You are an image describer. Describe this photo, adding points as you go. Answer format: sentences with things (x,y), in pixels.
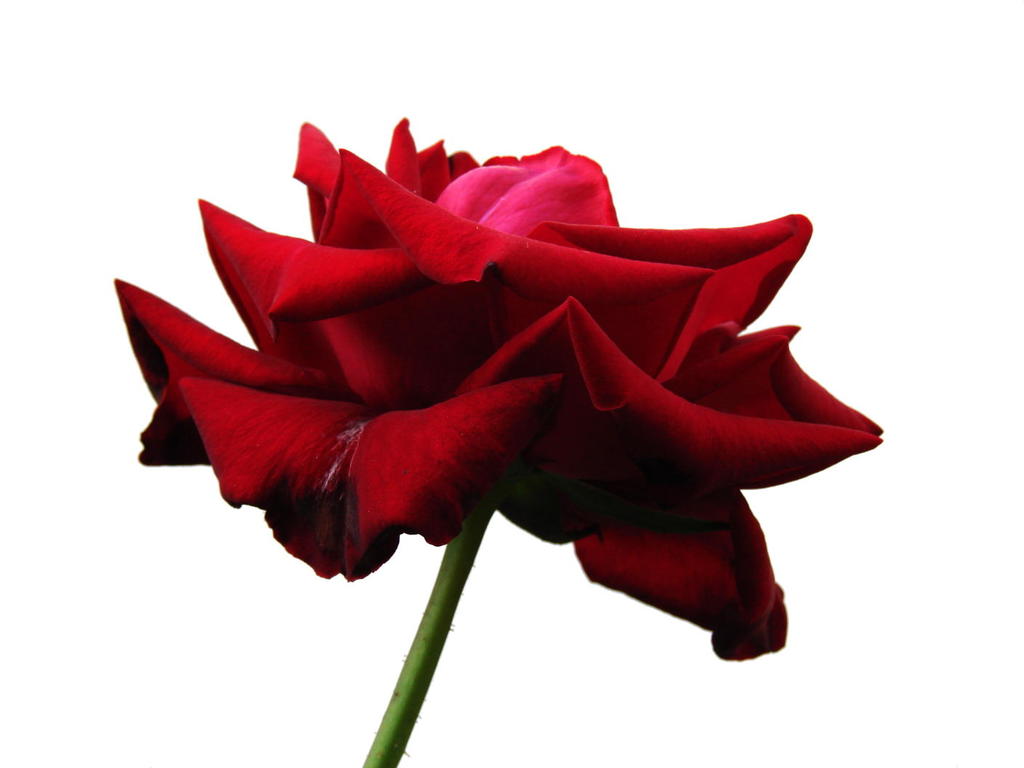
In the picture we can see a rose flower (692,607) which is red in color with a stem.
